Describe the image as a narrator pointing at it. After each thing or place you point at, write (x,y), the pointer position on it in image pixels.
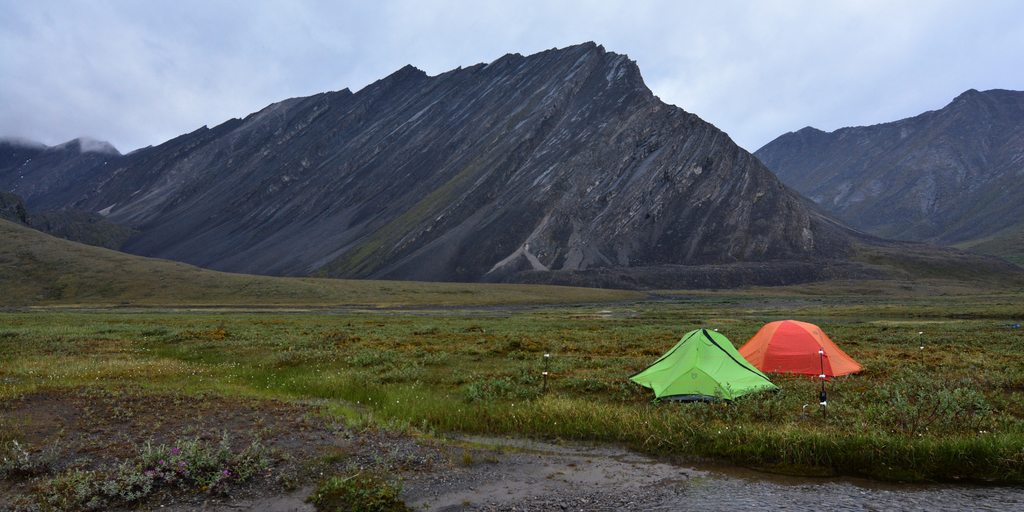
In this picture we can observe green and orange color tents (757,365) on the ground (445,354). We can observe some plants (293,357) on the ground (208,358). In the background (761,209) we can observe hills (556,149) and a sky (277,54) with some clouds (693,64).
